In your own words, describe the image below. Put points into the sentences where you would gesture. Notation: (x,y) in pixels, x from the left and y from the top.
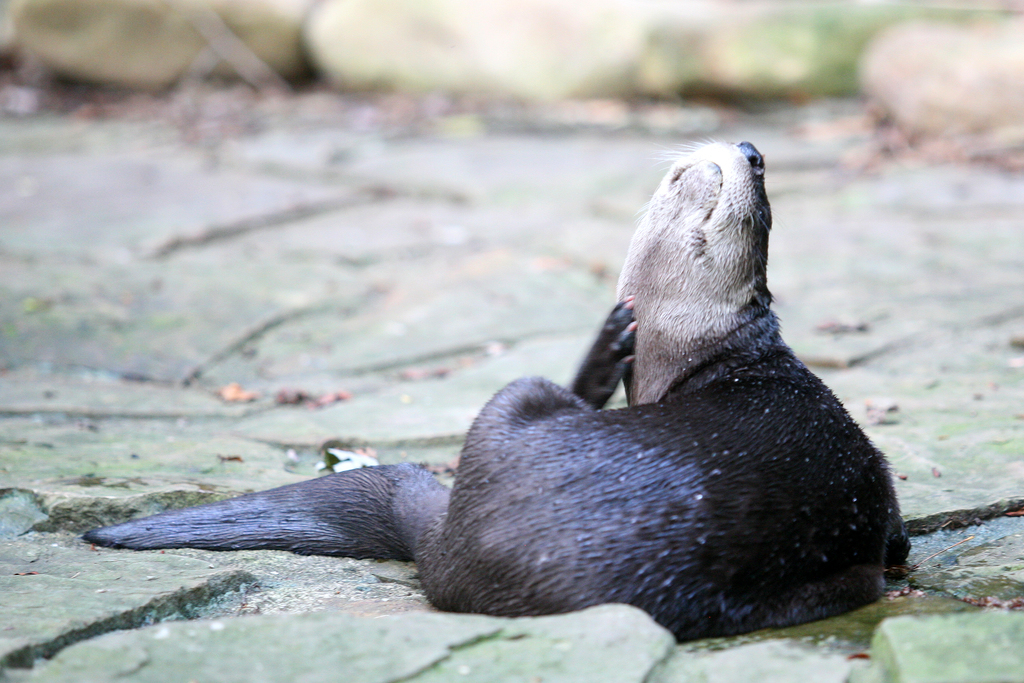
This picture contains a river otter (493,450), which is sitting on green color stones (350,682). In the background (446,177), it is blurred and this picture might be clicked in a zoo (481,333).
